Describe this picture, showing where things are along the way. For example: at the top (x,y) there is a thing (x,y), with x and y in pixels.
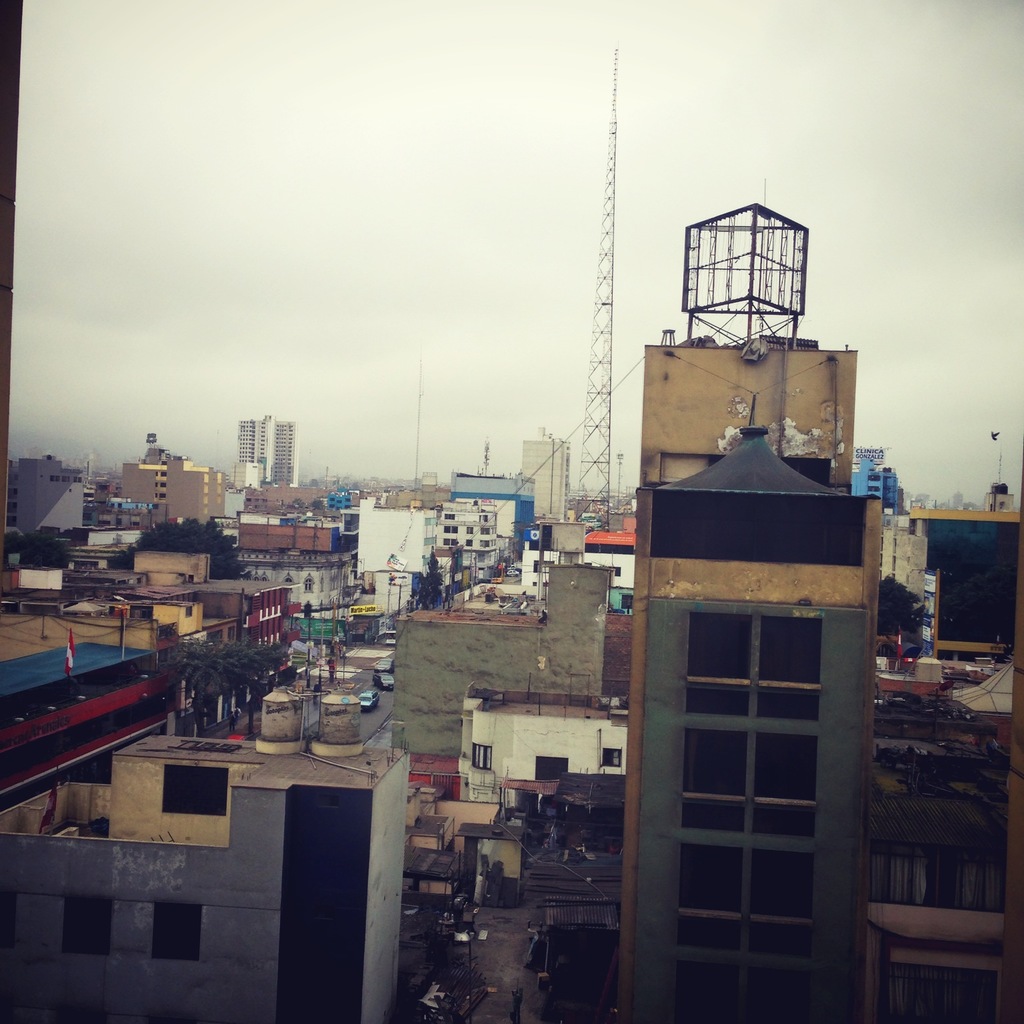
In this picture we can see buildings (791,578), poles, vehicles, trees (274,651), tower (592,445) and flag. In the background of the image (415,176) we can see the sky (365,253).
